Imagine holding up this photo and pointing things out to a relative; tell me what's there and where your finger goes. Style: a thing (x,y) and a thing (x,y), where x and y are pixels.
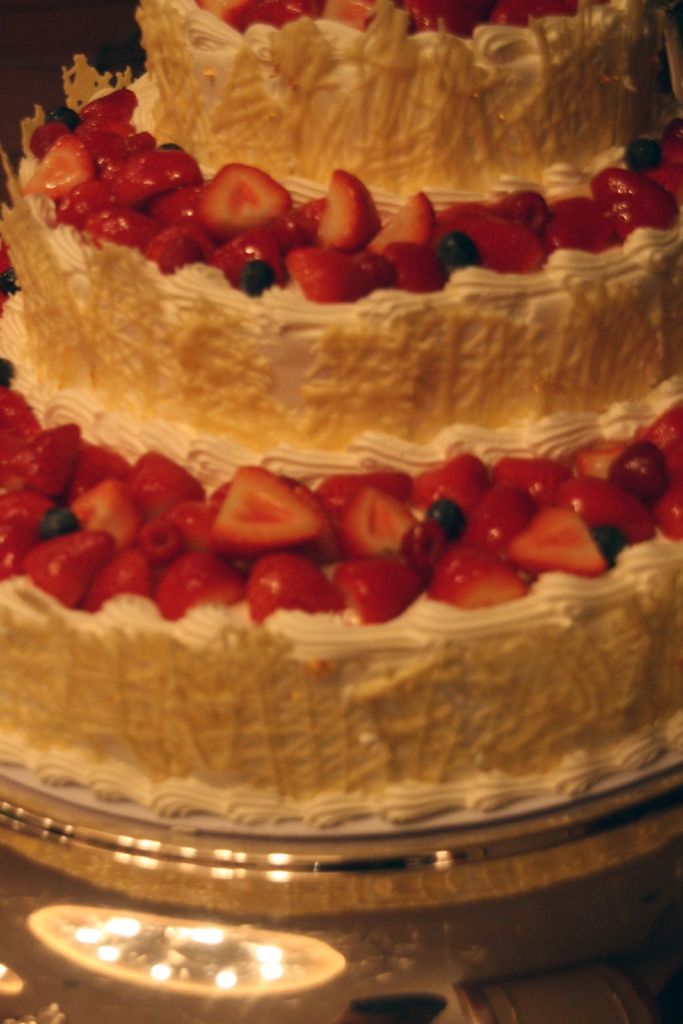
In this picture I can see a step cake (305,177) on an object (100,993), there are strawberry slices (163,226) on the cake (230,788).
